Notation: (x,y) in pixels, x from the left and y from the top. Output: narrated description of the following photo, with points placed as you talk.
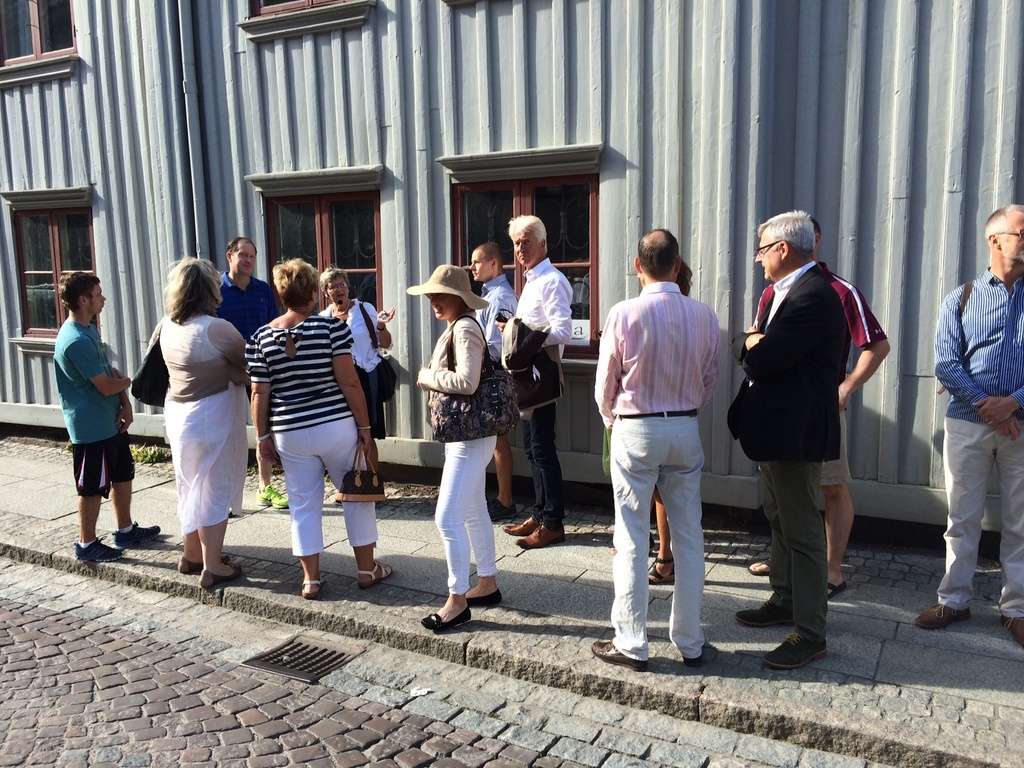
Here we can see few persons (296,448) standing on the foot path (149,479) and among them few are carrying bags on their shoulder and hands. In the background (141,312) we can see wall (128,318) and windows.
